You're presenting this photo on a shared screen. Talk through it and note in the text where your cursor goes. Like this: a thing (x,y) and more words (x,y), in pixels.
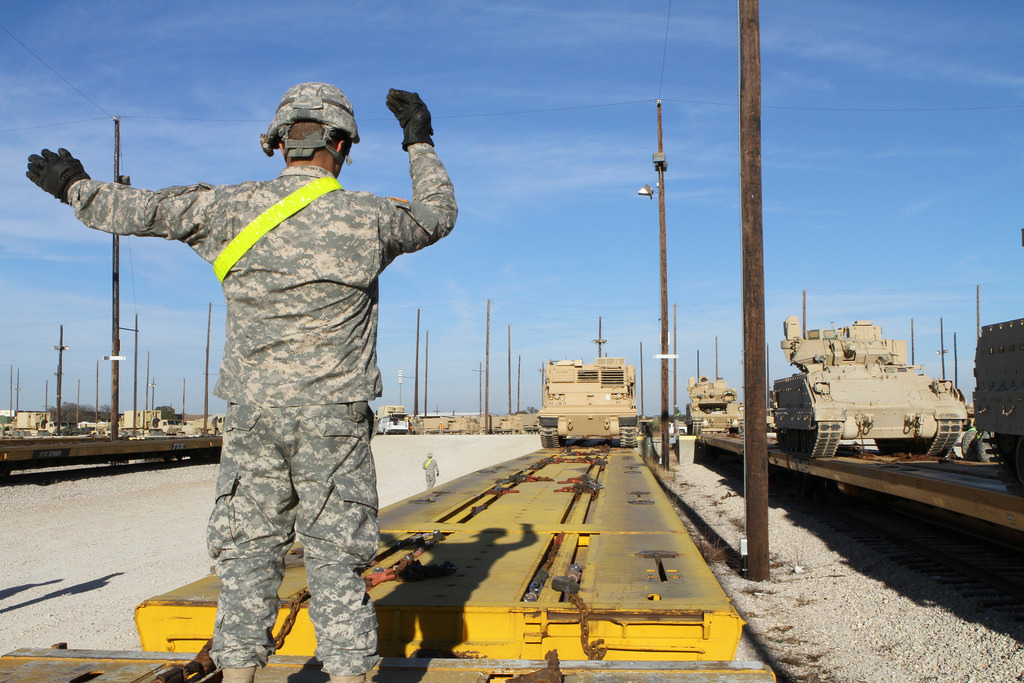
There is a person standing towards left (324,544) wearing black gloves (45,168), there are military tanks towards right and background. There is a yellow flatcar (742,661) at the bottom (752,678). And there is sky (695,35) at the top (975,68).
